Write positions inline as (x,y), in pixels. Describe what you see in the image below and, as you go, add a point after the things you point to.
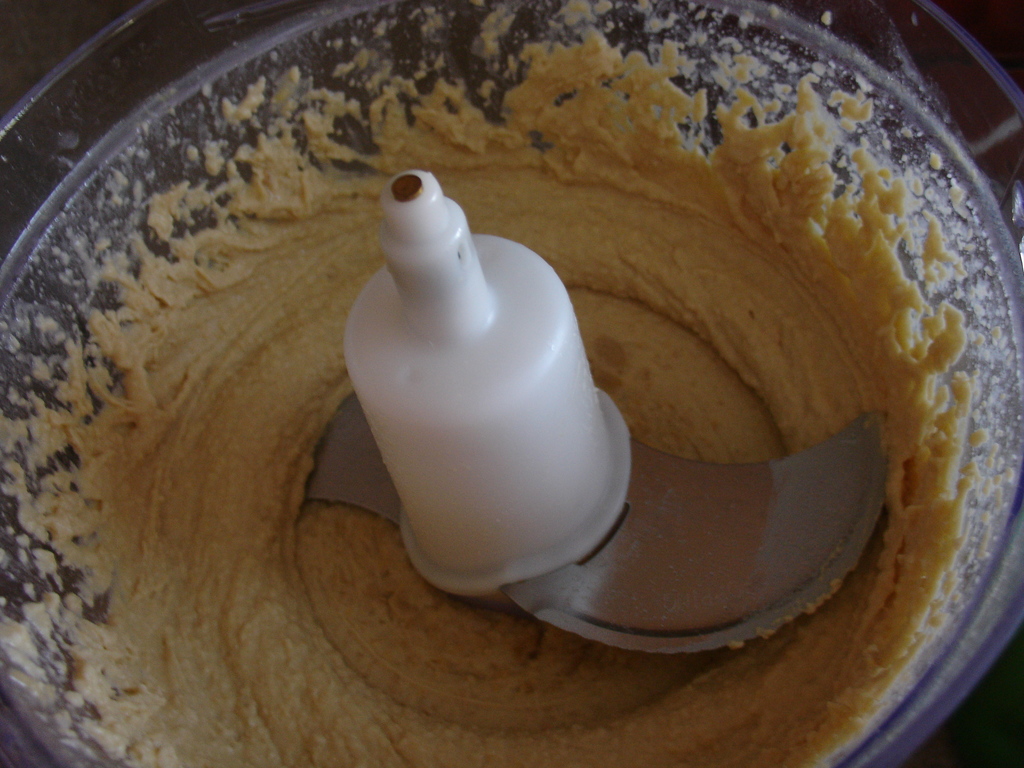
In this image I can see a grinder jar (352,172) which consists of paste (255,577) in it.
